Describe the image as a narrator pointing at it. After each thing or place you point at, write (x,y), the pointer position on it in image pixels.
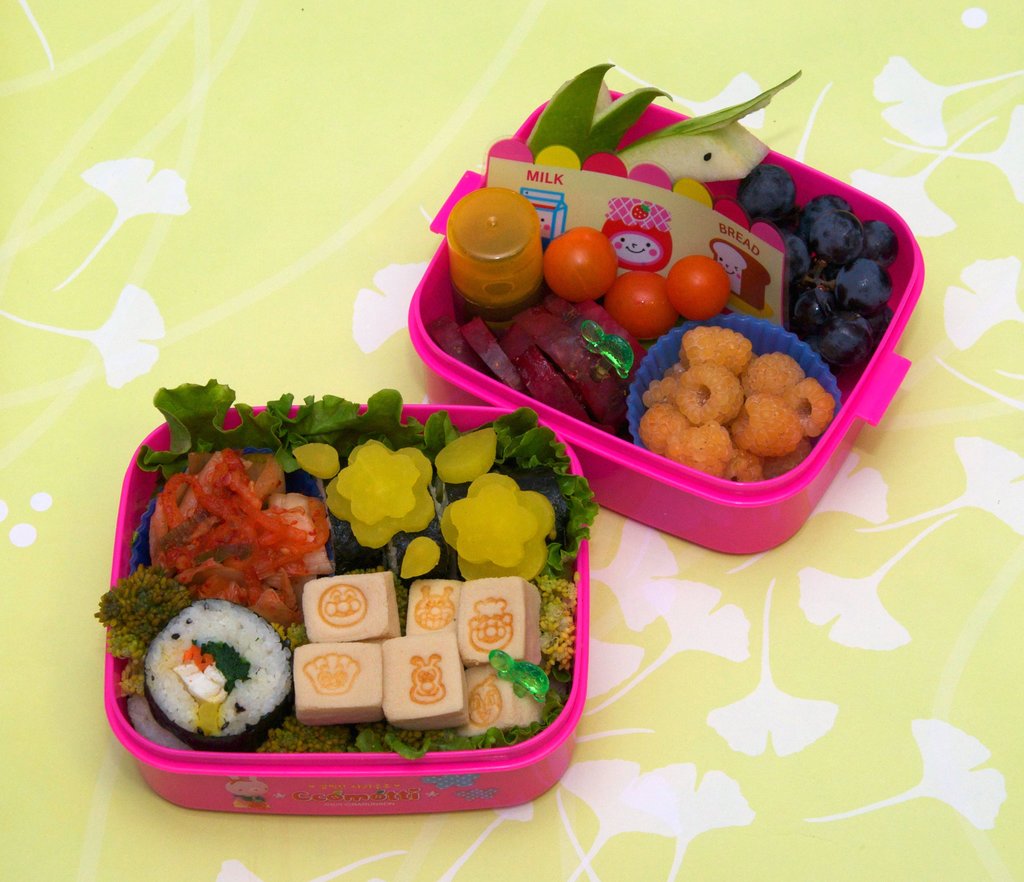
In this image, we can see some food items (406,644) in containers (389,416) placed on the surface (278,271).
